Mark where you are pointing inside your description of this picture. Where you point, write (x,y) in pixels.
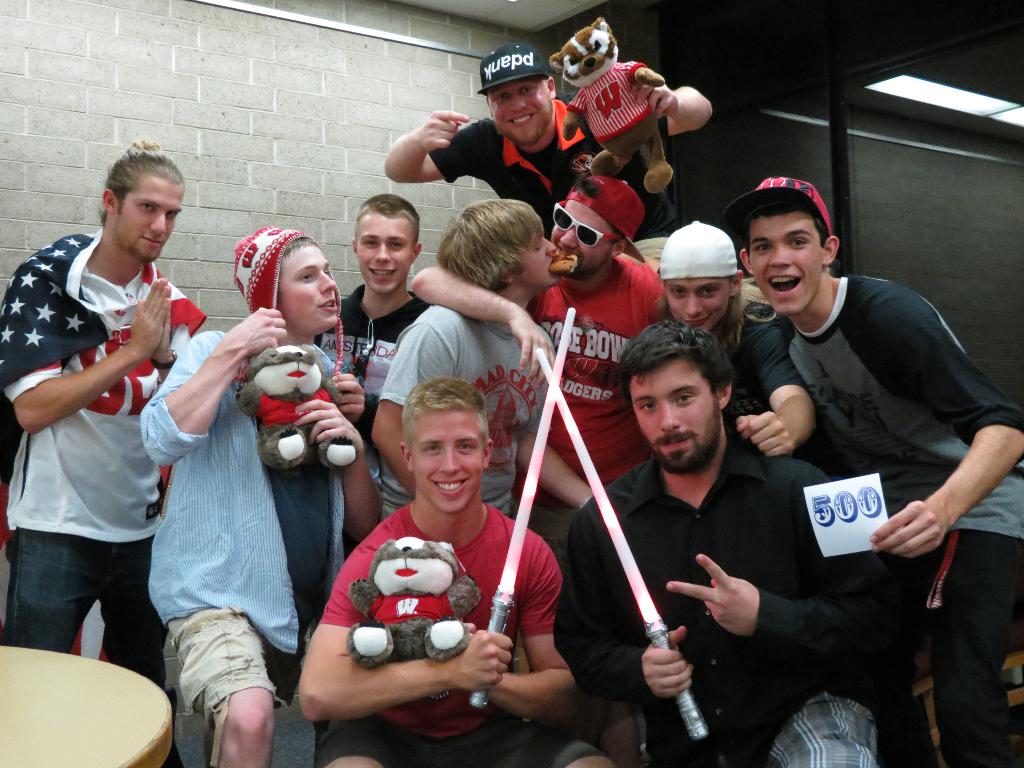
In this picture, we see many people (483,290) are standing. All of them are posing for the photo. The man (485,621) in the red T-shirt (461,552), the man (267,572) in blue shirt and the man (457,162) in black T-shirt (464,161) are holding stuffed toys (290,463) in their hands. The man (575,320) in red T-shirt (575,320) and the man (478,343) in grey T-shirt (494,350) are eating something. Most of them are smiling. Behind them, we see a wall (281,141). In the left bottom of the picture (89,695), we see a table (93,736).
